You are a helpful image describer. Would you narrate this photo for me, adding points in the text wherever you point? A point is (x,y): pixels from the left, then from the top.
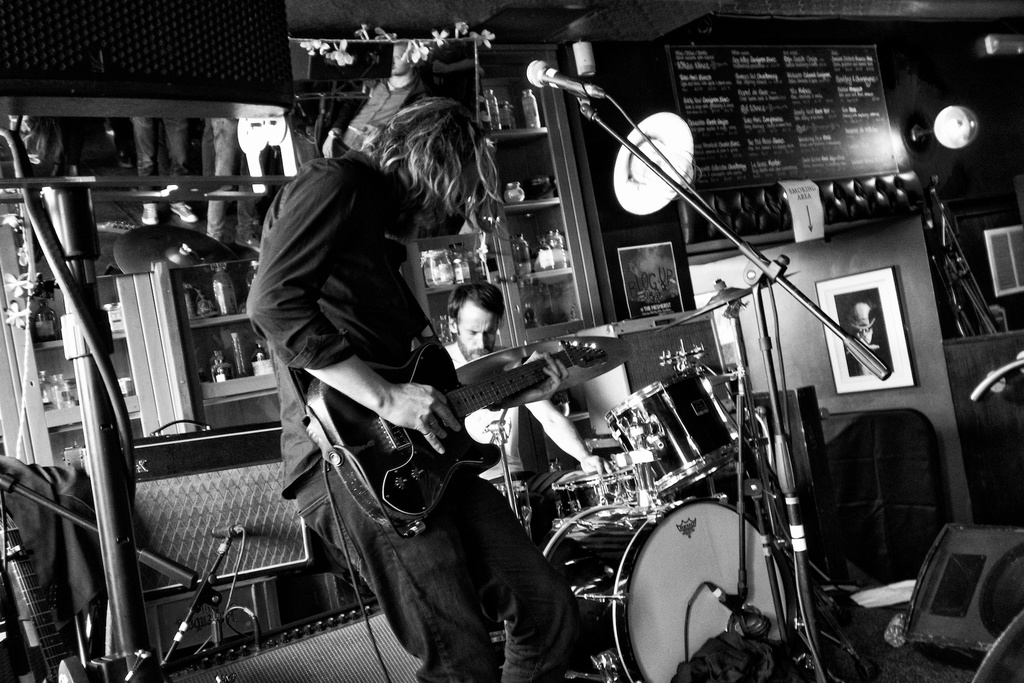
A black shirt guy (357,282) is playing a guitar (450,433) and there are several musical instruments (677,479) around him, in the background (854,296) there are photographs (858,318), paintings (825,308) and a wooden shelf (548,274) filled with objects (532,181).
